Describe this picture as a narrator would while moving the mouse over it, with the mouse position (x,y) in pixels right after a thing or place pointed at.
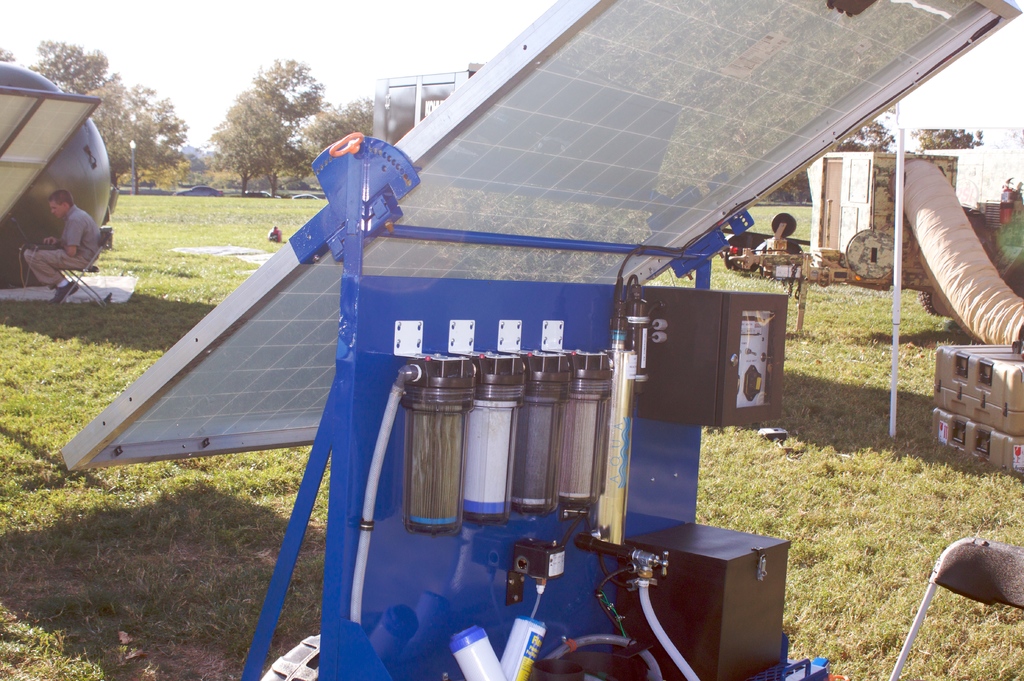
In the middle of the image (375,244) there is a solar panel (296,340) with blue color stand (365,297). To the stand (390,448) there are four cylinder bottles (470,435), two black boxes (678,617), pipes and few other items (571,658) on it. And there is a ground (201,288) with grass (199,275) on it. And to the left top corner of the image (61,200) there is a person (65,248) sitting on the chair (82,270). And in the background (189,182) there are many trees (277,89). And to the top of the image (31,64) there is a sky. To the right corner of the image (975,235) there are few boxes (956,375) and few other items (851,194) on the ground (966,343).
